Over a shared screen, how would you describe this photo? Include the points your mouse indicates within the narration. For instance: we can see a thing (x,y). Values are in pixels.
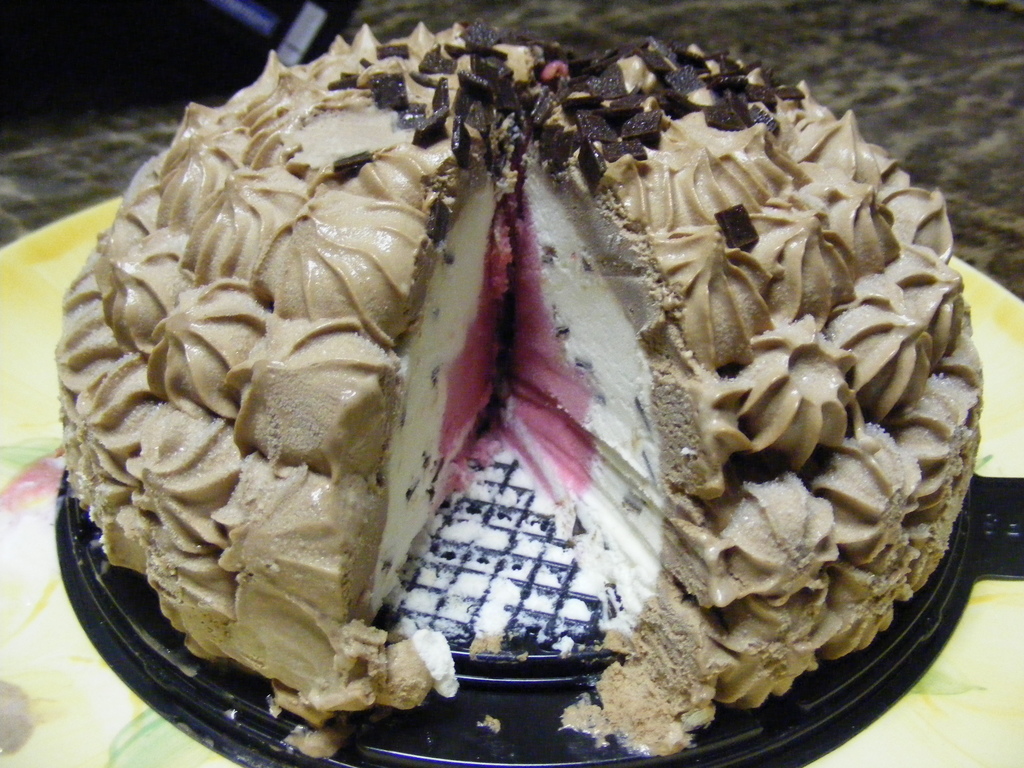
In this picture there is a cake (761,87) in the center of the image (582,447), on a table (1017,199).
